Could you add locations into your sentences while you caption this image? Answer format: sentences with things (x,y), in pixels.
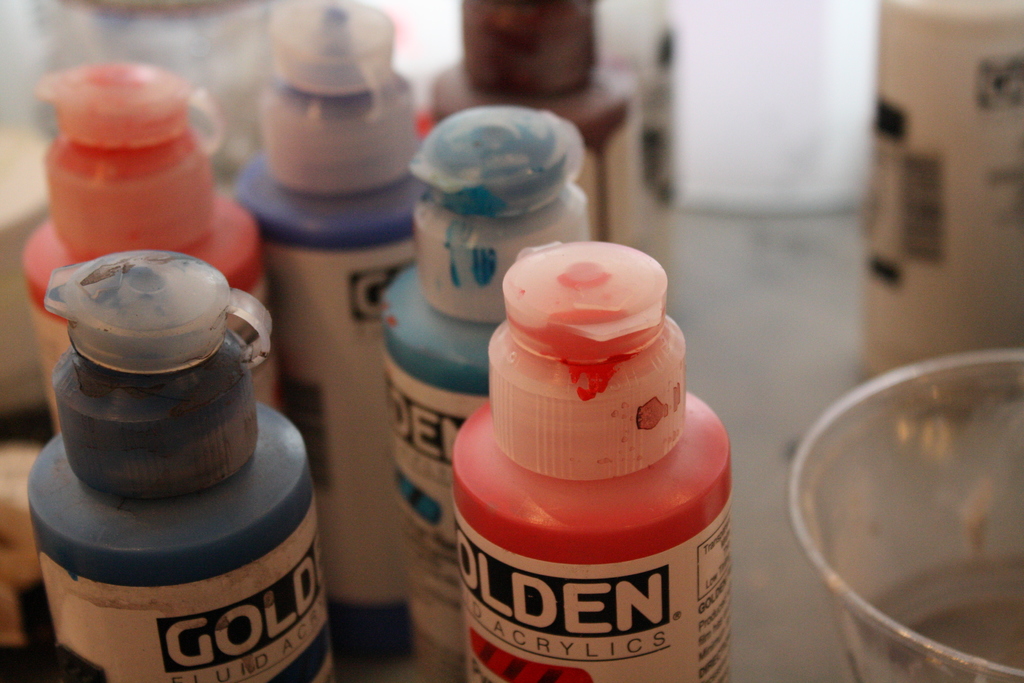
In this picture we can see some bottles (419,457) and this is the bowl (909,547).
